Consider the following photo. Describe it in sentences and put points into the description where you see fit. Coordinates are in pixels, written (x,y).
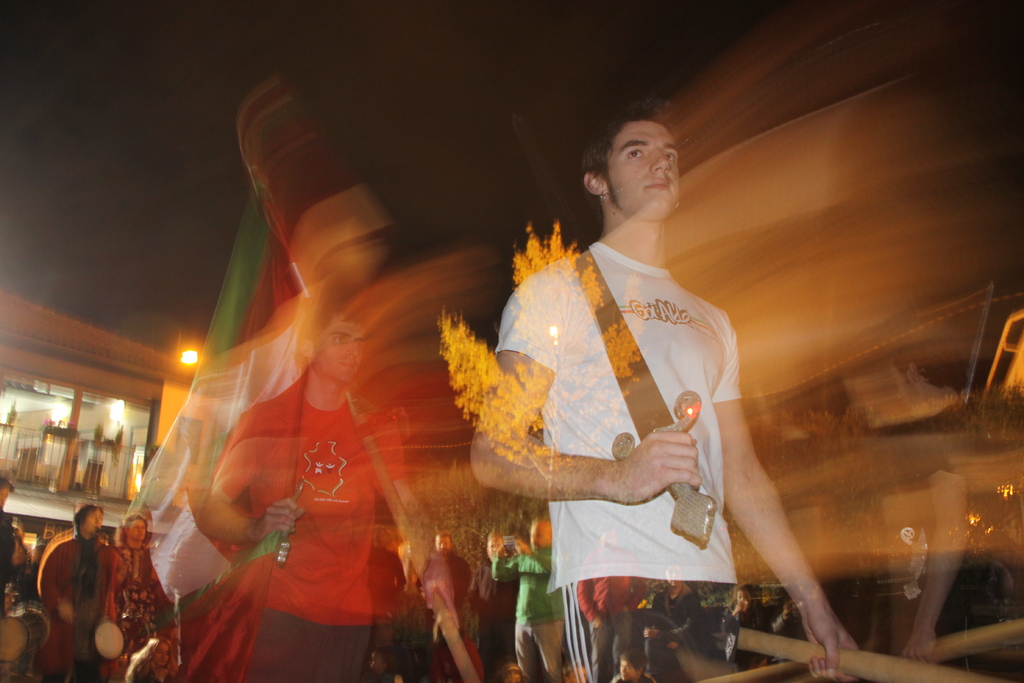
In this image there is a person (654,533) wearing a white T-shirt (654,533) is holding an object (683,497) in his hand (669,449). Behind him there is a person (366,491) holding a flag (264,181) with one hand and an object (454,631) with other hand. Left side (78,614) two persons (137,588) are standing and holding musical instrument (10,639). Few persons (510,562) are standing. Background (36,368) there is a building (33,476). Top of image (553,90) there is sky (545,94). Right side (1018,404) there are few trees (984,402).
